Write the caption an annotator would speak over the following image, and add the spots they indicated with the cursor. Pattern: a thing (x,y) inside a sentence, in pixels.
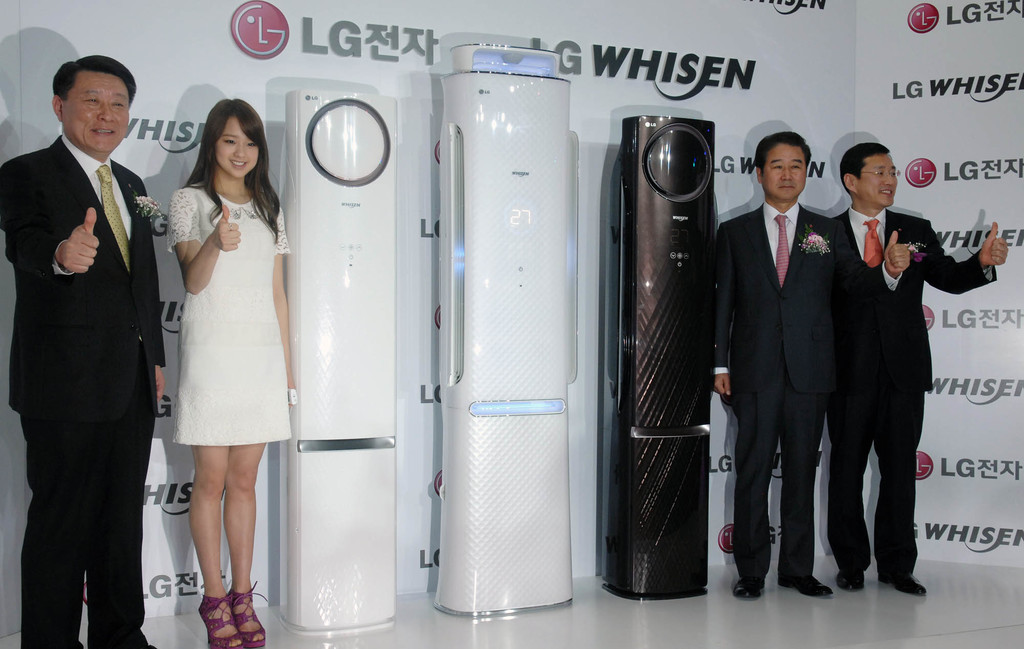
In this image there are three electronic devices (543,316) in the middle (518,331). on both side there are two people (733,321) each. The men (842,295) are wearing suits (916,335). The lady (257,335) is wearing white dress (240,348). In the background (572,34) there is banner (850,90).
